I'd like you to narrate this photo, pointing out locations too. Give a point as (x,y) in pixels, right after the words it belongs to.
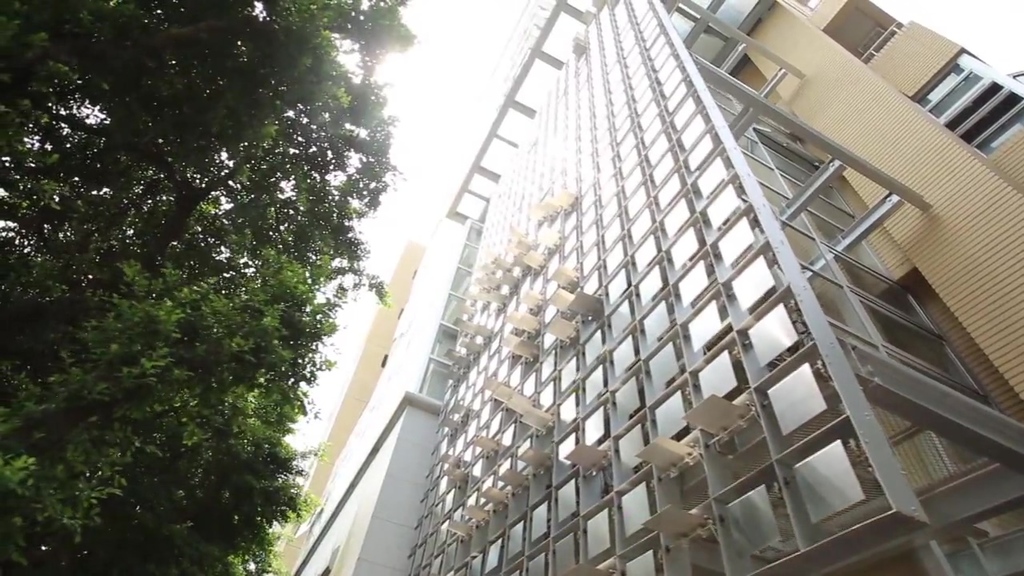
In this picture there is a building (723,428). On the left side of the image (282,241) there is a tree (229,440). At the top (396,80) there is sky (436,69).
